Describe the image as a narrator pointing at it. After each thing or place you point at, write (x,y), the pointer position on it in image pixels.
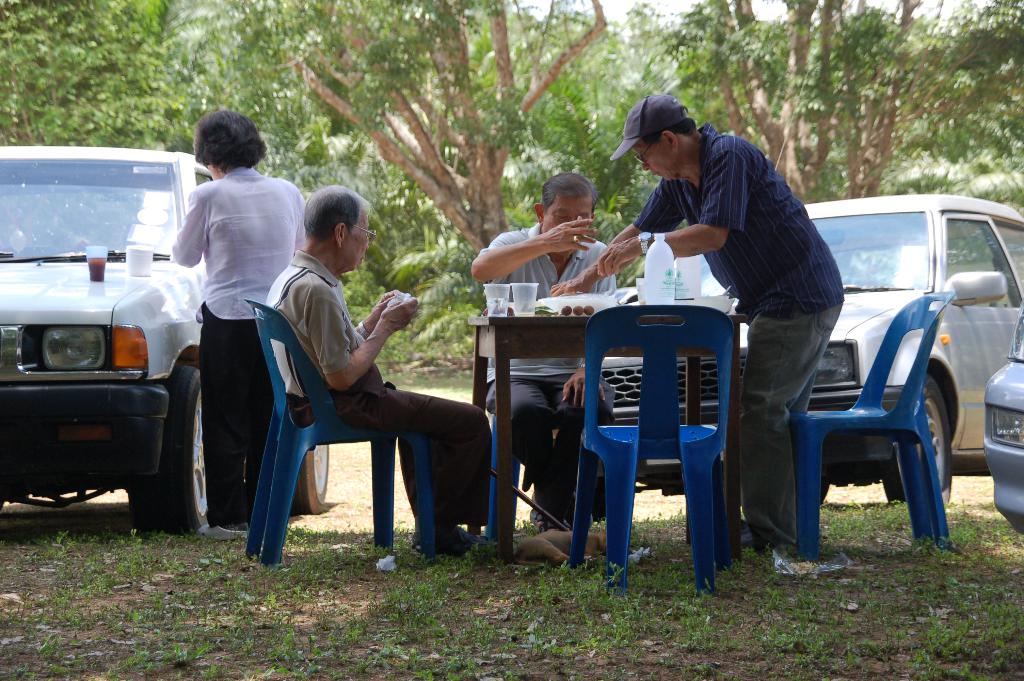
In the middle of the image (376,375) few people (302,239) are sitting, standing and there are some chairs (872,423) and table (480,334), on the table (574,325) we can see some bottles (660,299) and glasses (492,315). Behind them we can see some vehicles (949,374). At the top of the image (517,134) there are some trees (323,128). At the bottom of the image (59,556) there is grass (59,559).
